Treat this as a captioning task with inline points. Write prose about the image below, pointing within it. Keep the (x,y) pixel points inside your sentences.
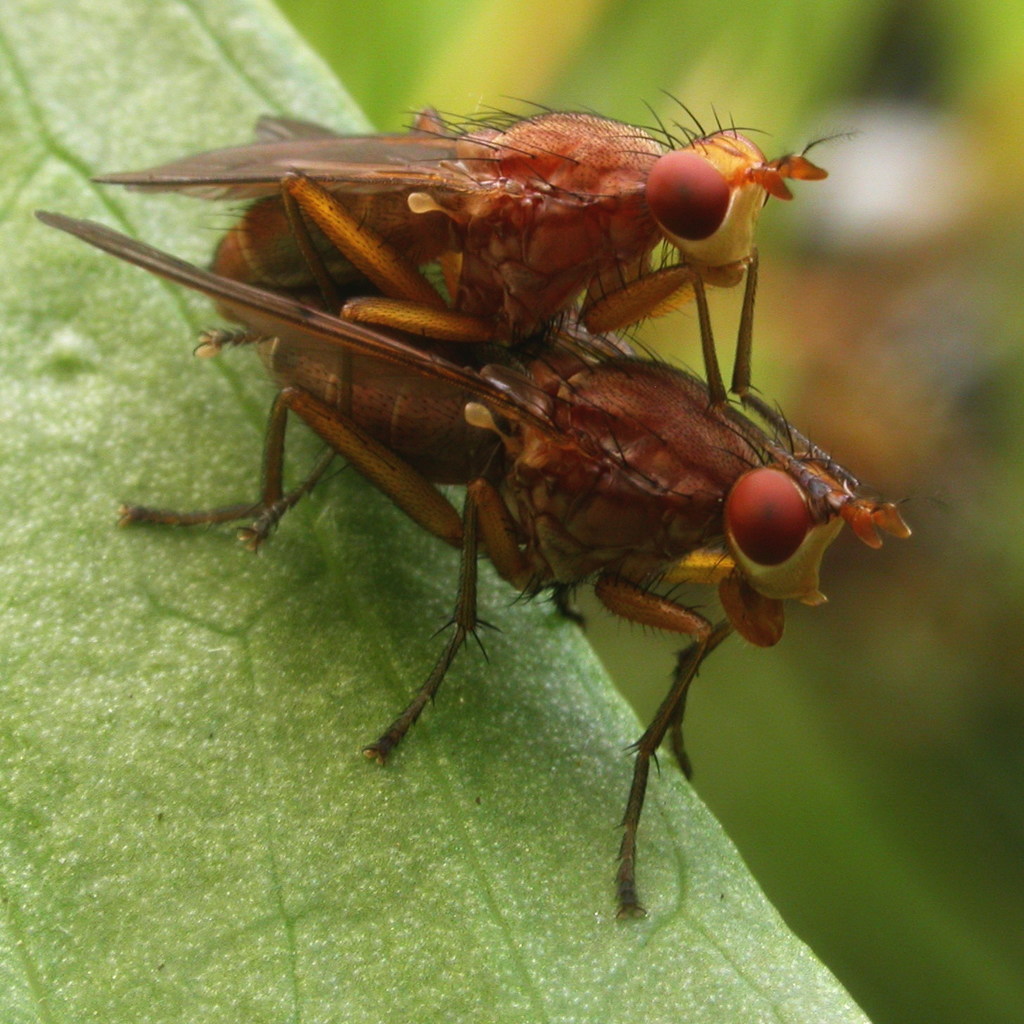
In this image we can see insects (359,416) on the plant (494,857).
